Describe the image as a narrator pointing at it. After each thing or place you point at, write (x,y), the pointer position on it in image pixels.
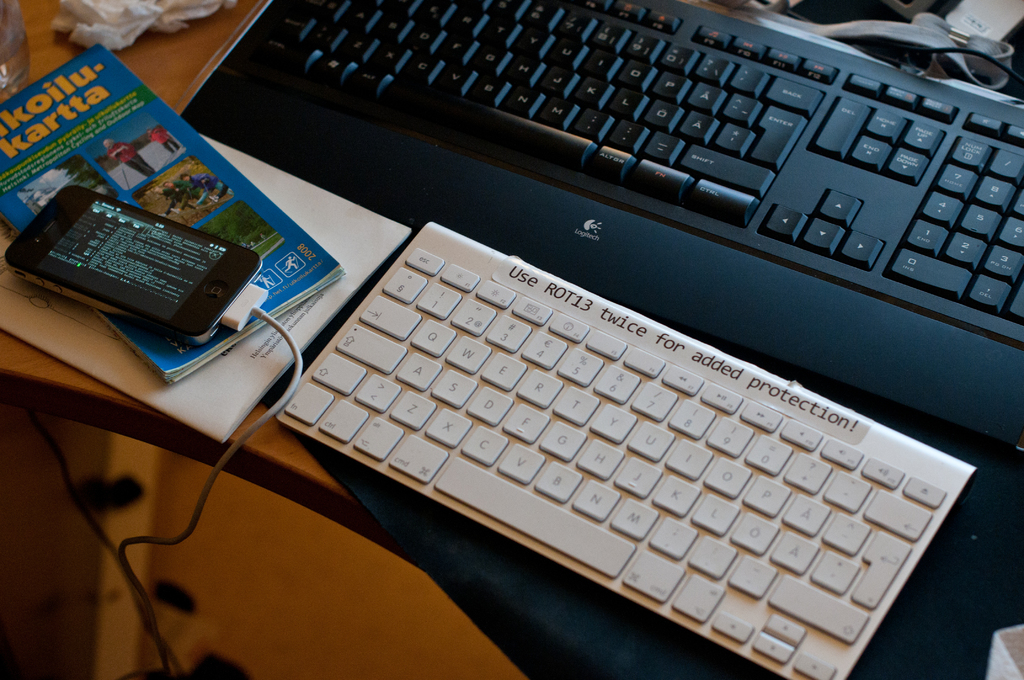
In this image I can see the keyboards (637,339) which are in black and white color. To the left (179,269) I can see a mobile (161,274), books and glass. These are on the brown color table (329,483).
